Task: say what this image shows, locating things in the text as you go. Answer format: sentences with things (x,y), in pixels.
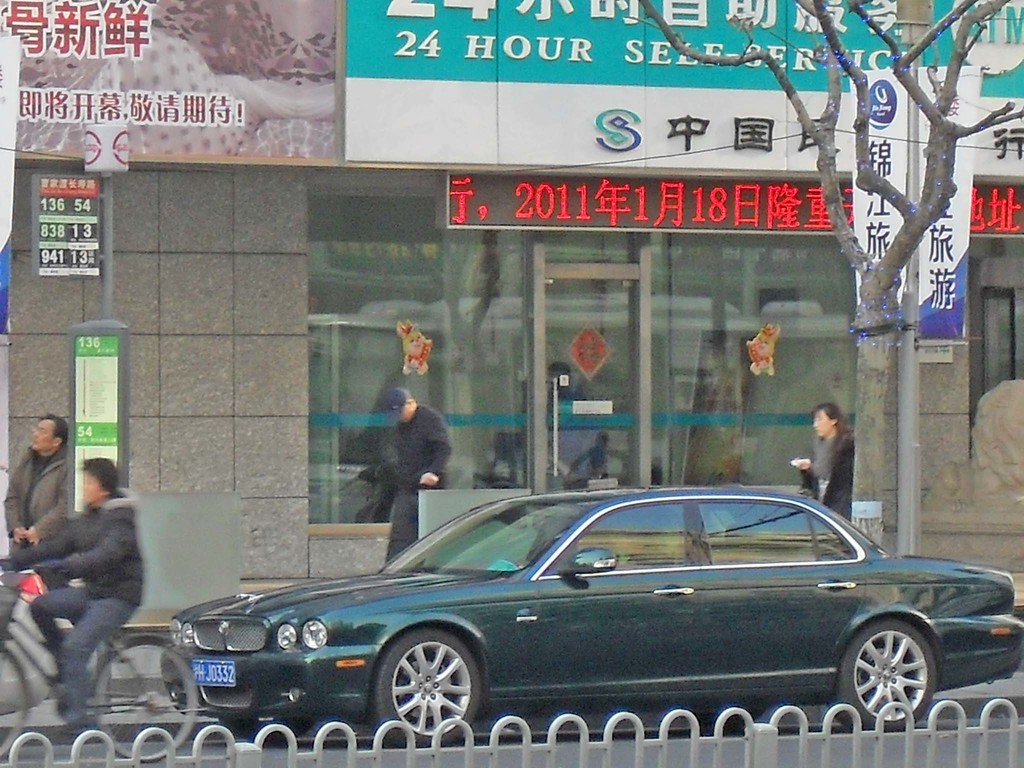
In front of the image there is a fence (639,758). There is a person (131,602) cycling on the road (21,754). Behind him there is a car (611,618). In the background of the image (544,370) there are display boards (669,165), banners (942,242), glass door (539,376) and a building (738,302). On the right side of the image (1021,534) there is a statue (1019,496).
